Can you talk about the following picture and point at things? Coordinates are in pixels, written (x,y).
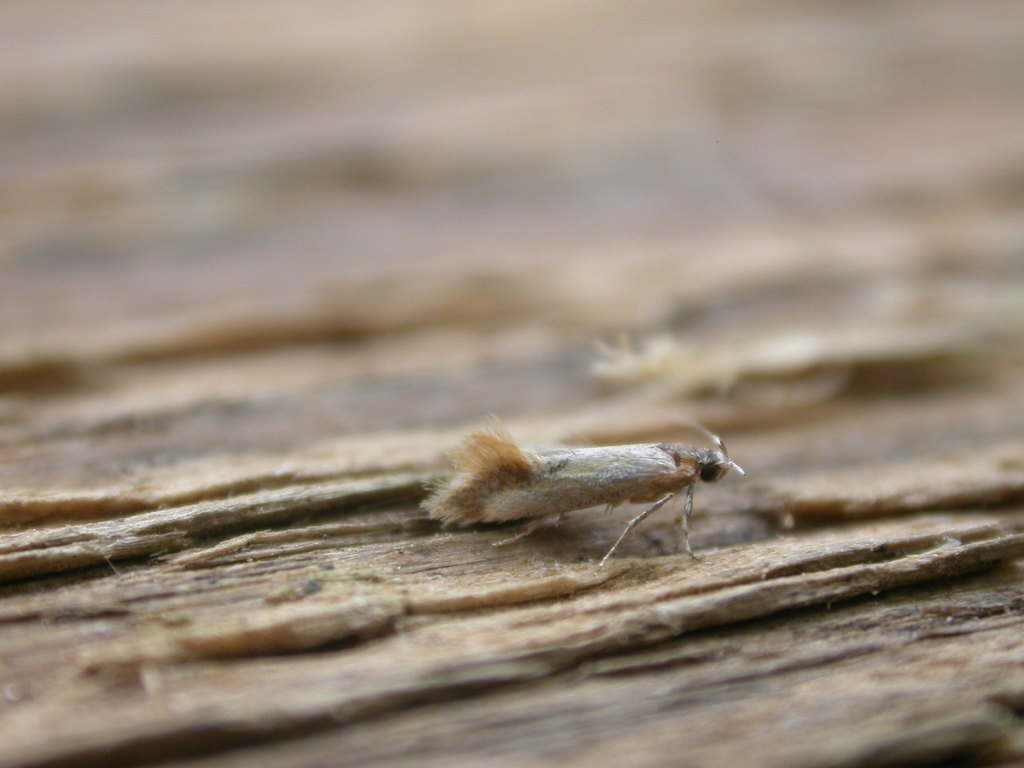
In this picture there is an insect (530,479) on the wooden object (213,319). At the back (525,298) the image is blurry.
